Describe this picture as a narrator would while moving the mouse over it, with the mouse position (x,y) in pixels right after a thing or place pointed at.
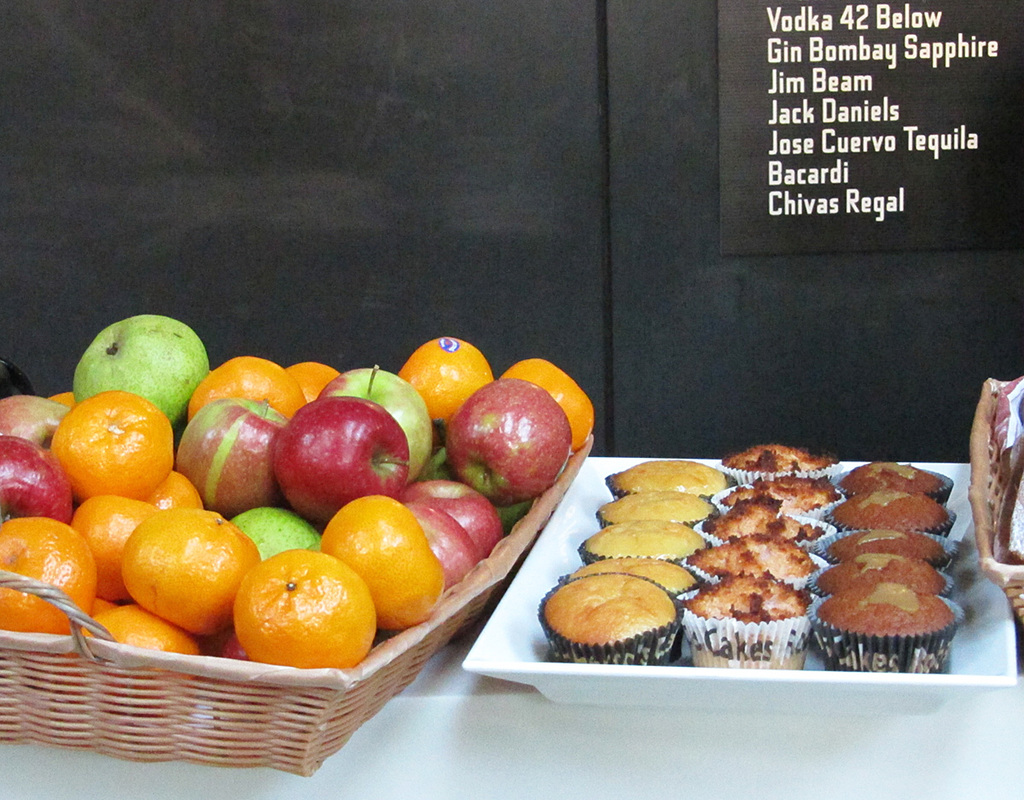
In this image we can see fruits (303,506) in a wooden tray (328,686), cakes (740,568) in a white tray (496,665) and one more tray (995,527) is on the white color surface (596,771). At the top of the image (857,134), we can see a poster (758,120) on the black color wall (537,173).
